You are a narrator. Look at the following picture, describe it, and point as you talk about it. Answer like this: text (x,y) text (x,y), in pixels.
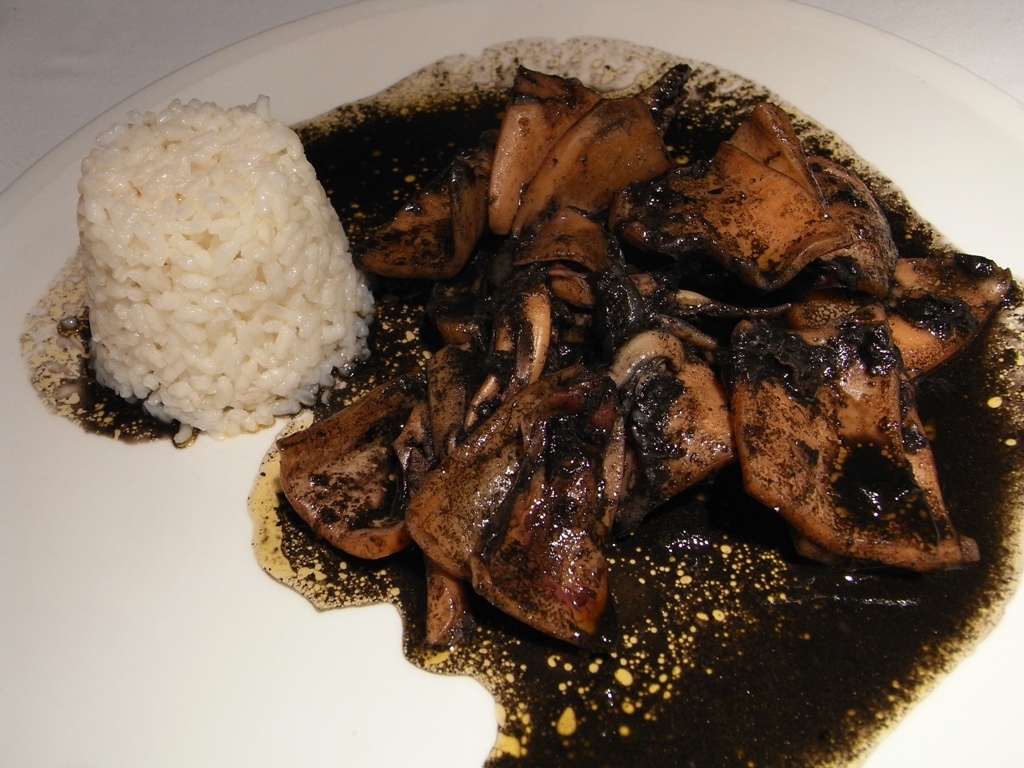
In this image we can see the food items (452,459) in a white plate (343,759).
